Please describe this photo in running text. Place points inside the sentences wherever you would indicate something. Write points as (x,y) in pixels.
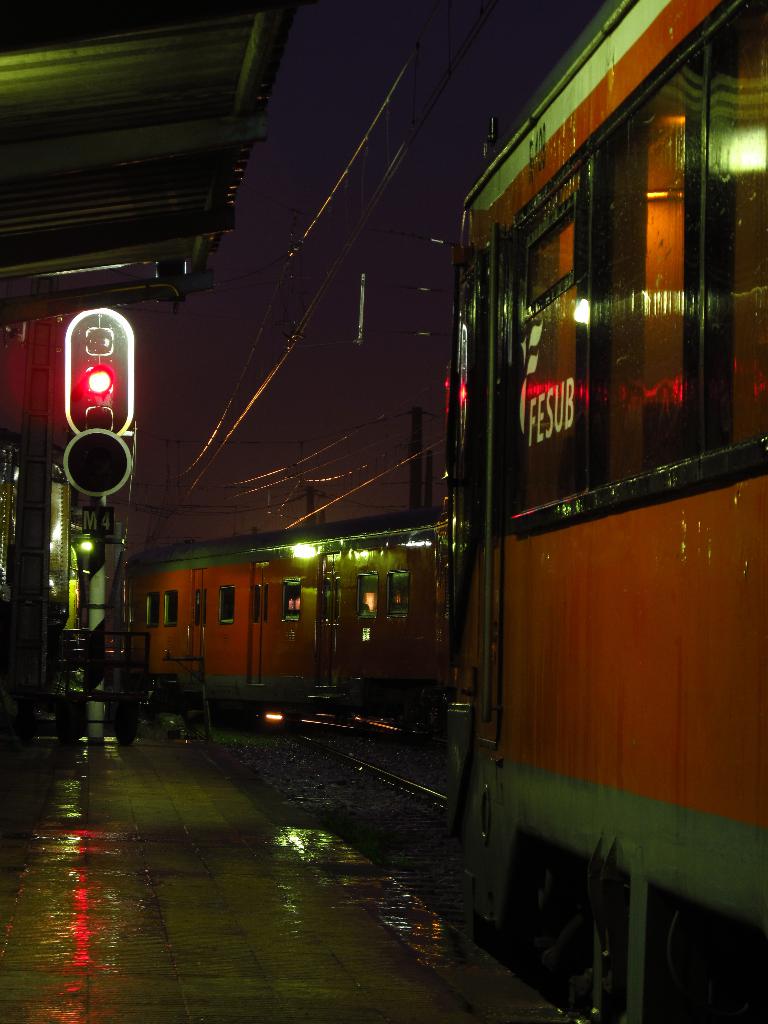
In this image we can see trains (426,602) on the railway tracks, there are wires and poles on the right side of the image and on the left side of the image (67,364) there is a traffic light (89,349) and a shed (112,164) on the platform (171,917) and sky (397,433) in the background (405,420).
